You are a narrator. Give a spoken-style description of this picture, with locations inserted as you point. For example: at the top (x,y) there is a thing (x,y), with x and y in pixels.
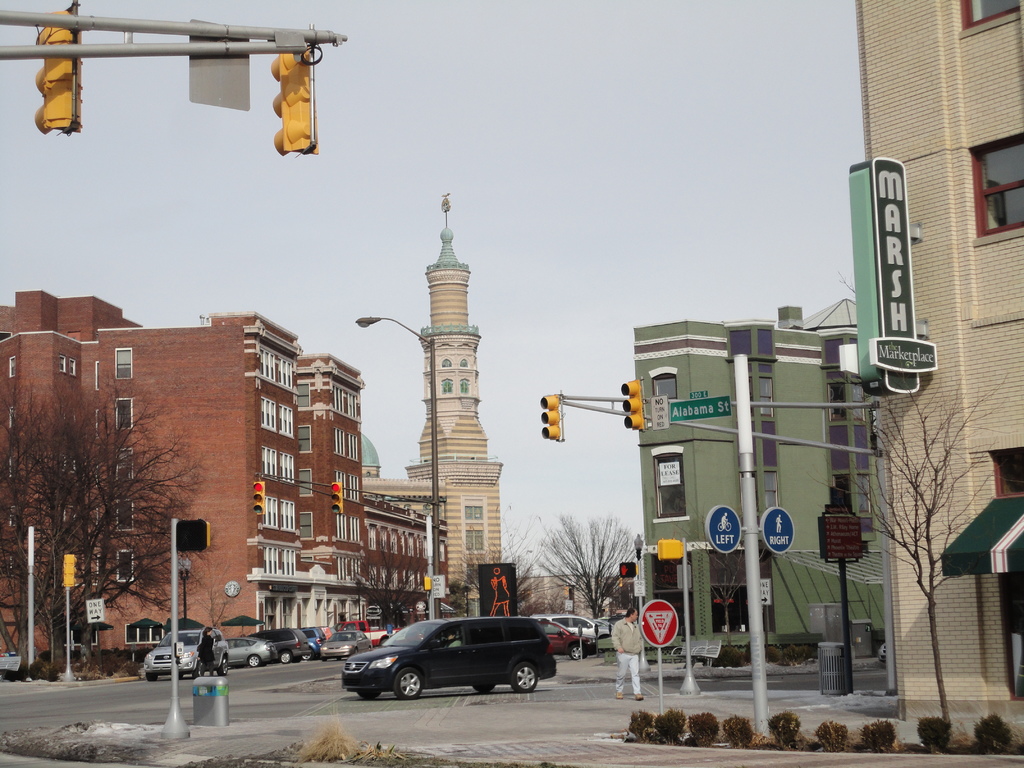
In the picture we can see the street (440,741) with roads (298,677) and on it we can see a car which is black in color and beside it, we can see a man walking and on the paths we can see some poles (435,527) with lights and near to it, we can see some buildings (471,504) and near to it we can see cars (614,616) are parked and in the background (428,234) we can see a tree (404,558) and the sky (578,312).
